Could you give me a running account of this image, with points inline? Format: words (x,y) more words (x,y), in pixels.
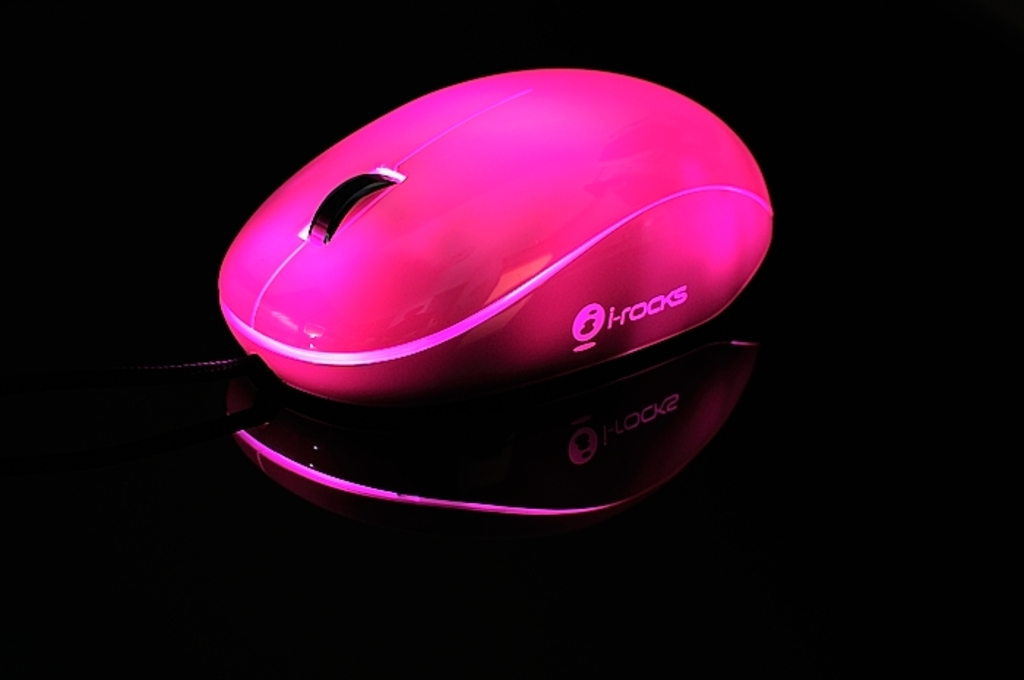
In this picture we can see a pink color mouse (491,346) with a scroll (393,179) and a logo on it and this mouse (304,381) is placed on a black color platform (578,471).
